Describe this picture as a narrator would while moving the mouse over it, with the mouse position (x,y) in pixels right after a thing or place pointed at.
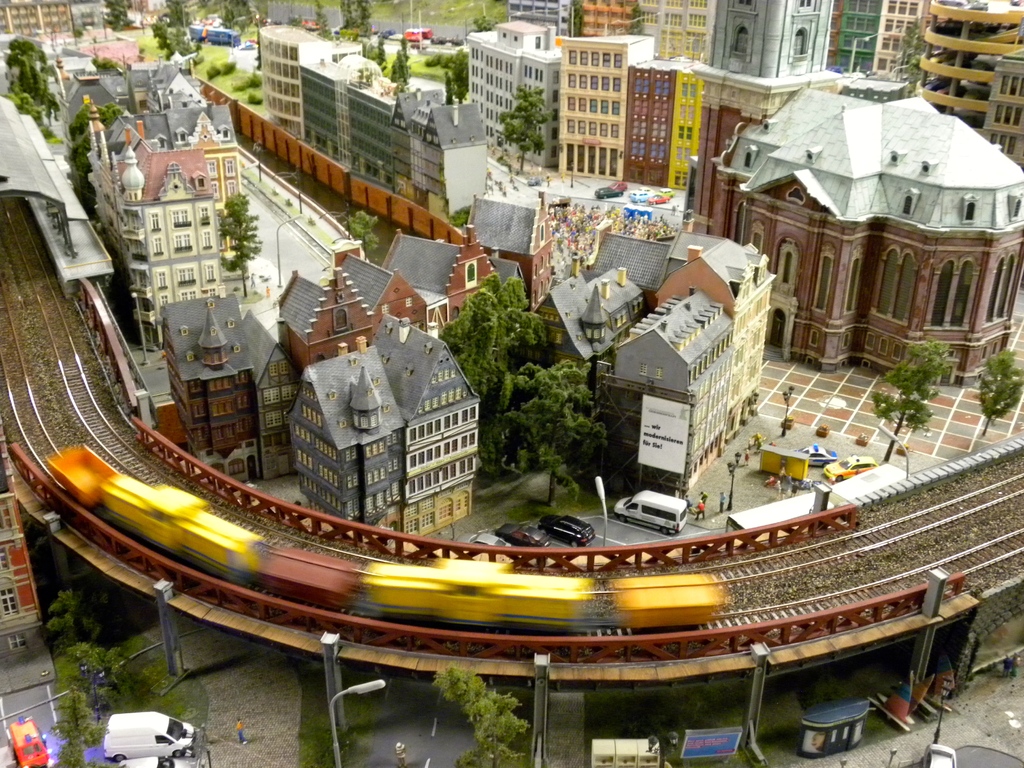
In this image there is a road (459,743) at the bottom (439,745). There are vehicles (176,749), people (1016,653) and buildings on the left (239,724) and right corner (1012,667). There is a bridge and there are vehicles (454,619) in the foreground (528,582). There are trees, buildings (370,477), roads (959,408), people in the background (423,372).
